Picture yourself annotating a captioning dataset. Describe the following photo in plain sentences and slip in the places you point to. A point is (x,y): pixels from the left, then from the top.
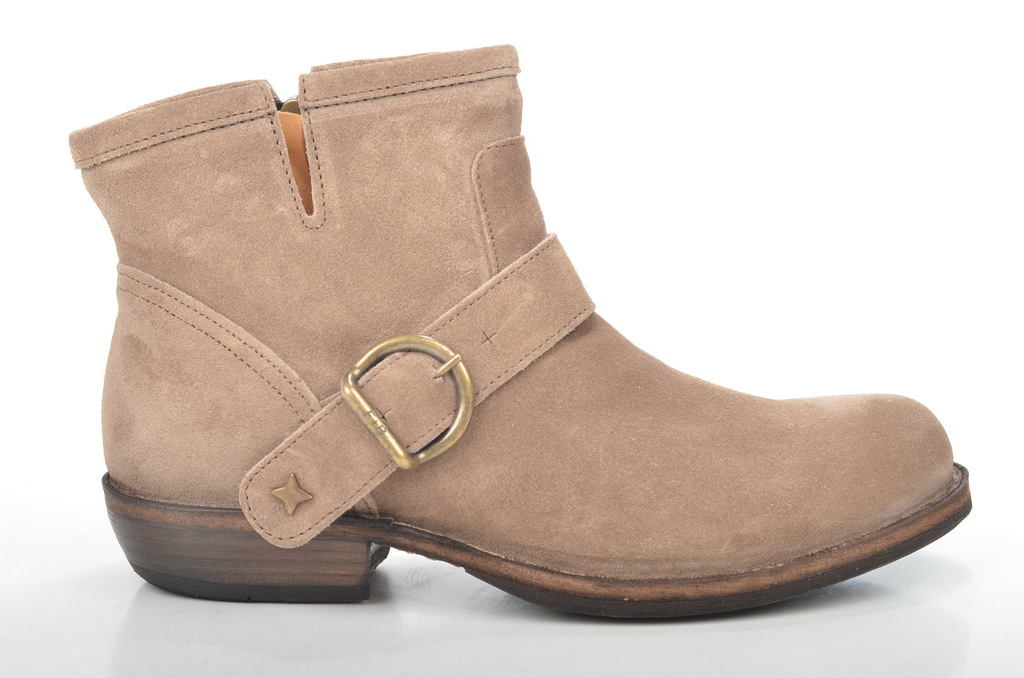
In the center of the image (440,325) we can see a boot (607,369).
